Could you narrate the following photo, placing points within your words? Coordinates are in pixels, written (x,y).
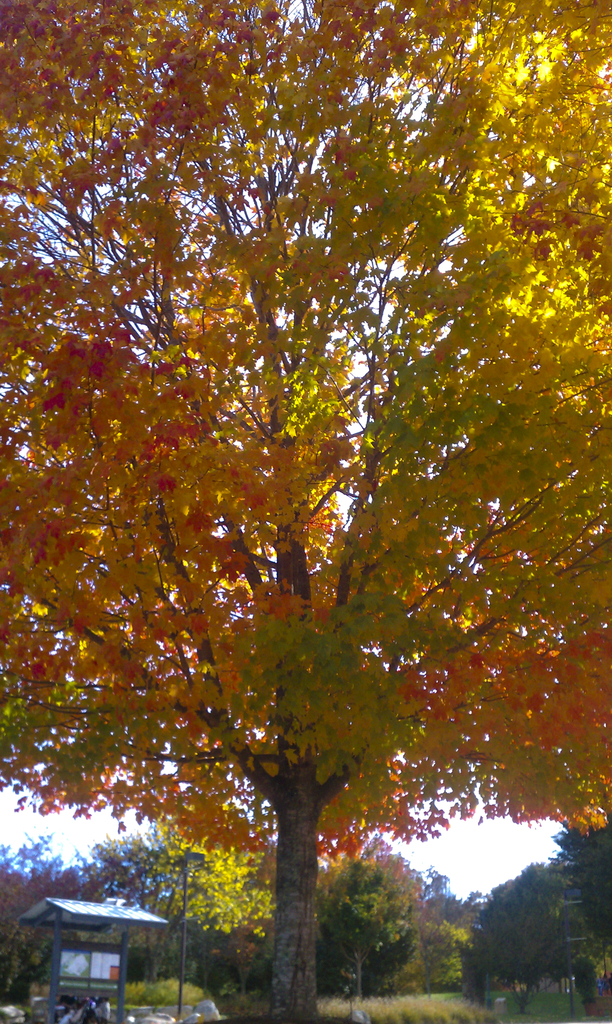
In the middle of the image (289,679) there is a tree (375,105). Behind the tree (375,105) there are some trees (469,954) and shed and poles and plants (212,978) and clouds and sky (316,164).
